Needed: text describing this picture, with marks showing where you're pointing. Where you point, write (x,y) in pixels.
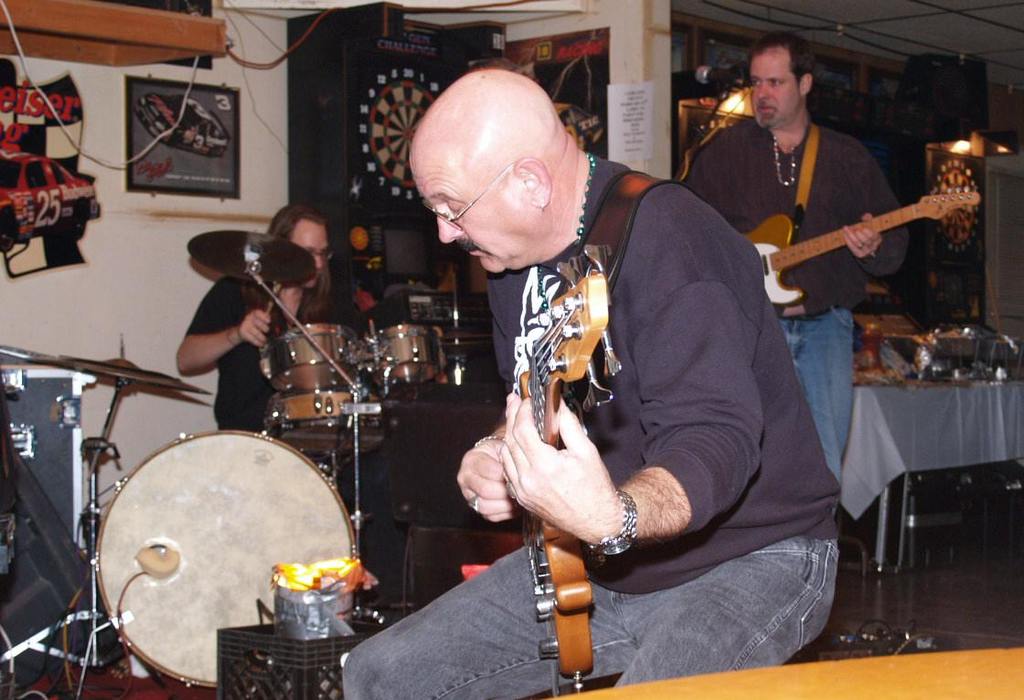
In the center of the image (672,425) there is a man (539,641) playing guitar (555,398) behind him there is another man (837,281) who is holding a guitar (801,251). On the left (232,398) we can see a person (250,327) who is playing a band (304,343). There is a drum (217,521). In the background (948,97) there are speakers (938,113), tables (891,405) and some posters (151,165) which are pasted on the wall (122,244).
